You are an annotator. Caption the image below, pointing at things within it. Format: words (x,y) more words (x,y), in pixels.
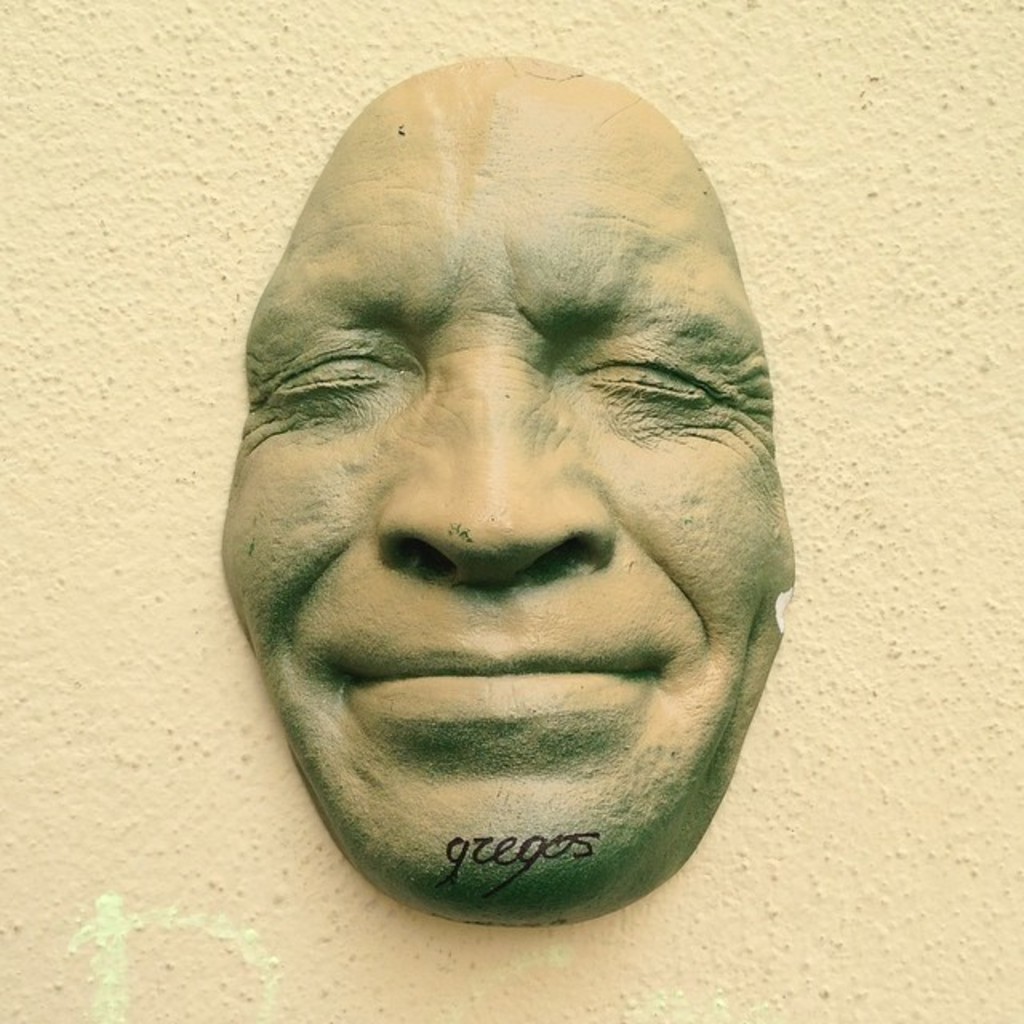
In the image I can see the mask (414,694) of a person face (412,597).
